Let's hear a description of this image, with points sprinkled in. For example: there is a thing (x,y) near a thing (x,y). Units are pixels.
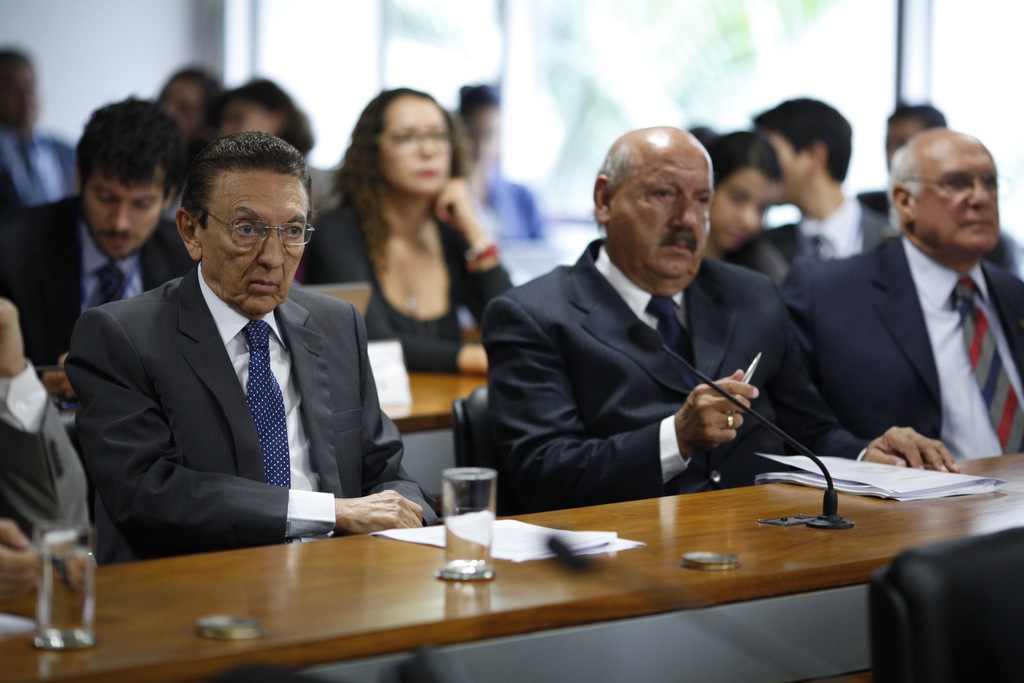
In this image there are people (425,305) sitting on the chair (478,436), there is a desk (570,583), there are objects (491,526) on the desk (115,582), there is a microphone (833,485), there is a person (648,374) holding an object (754,363), there is a wall (108,57), the background of the image (92,53) is blurred.
